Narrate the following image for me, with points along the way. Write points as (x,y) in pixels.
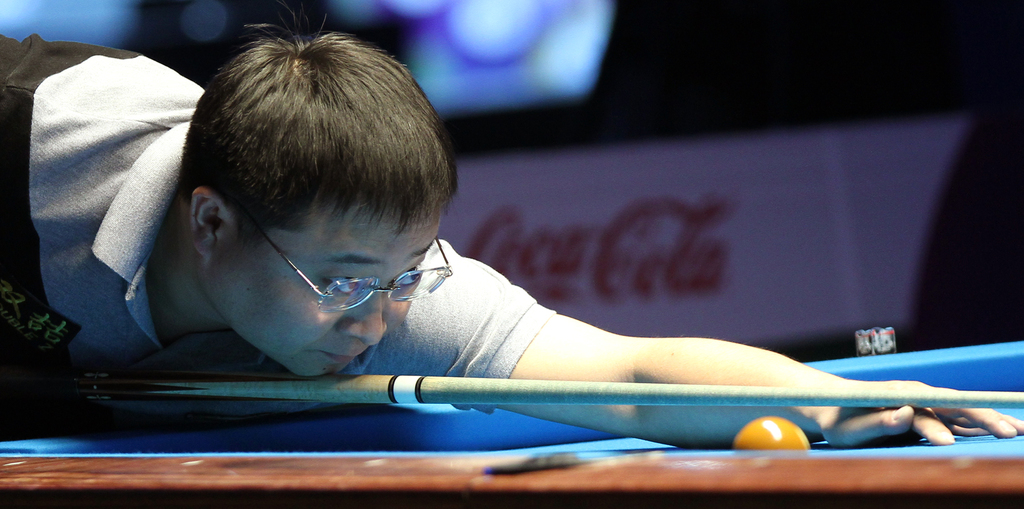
In the image, a man (324,160) is playing snooker game and the background (599,292) is blurry.
